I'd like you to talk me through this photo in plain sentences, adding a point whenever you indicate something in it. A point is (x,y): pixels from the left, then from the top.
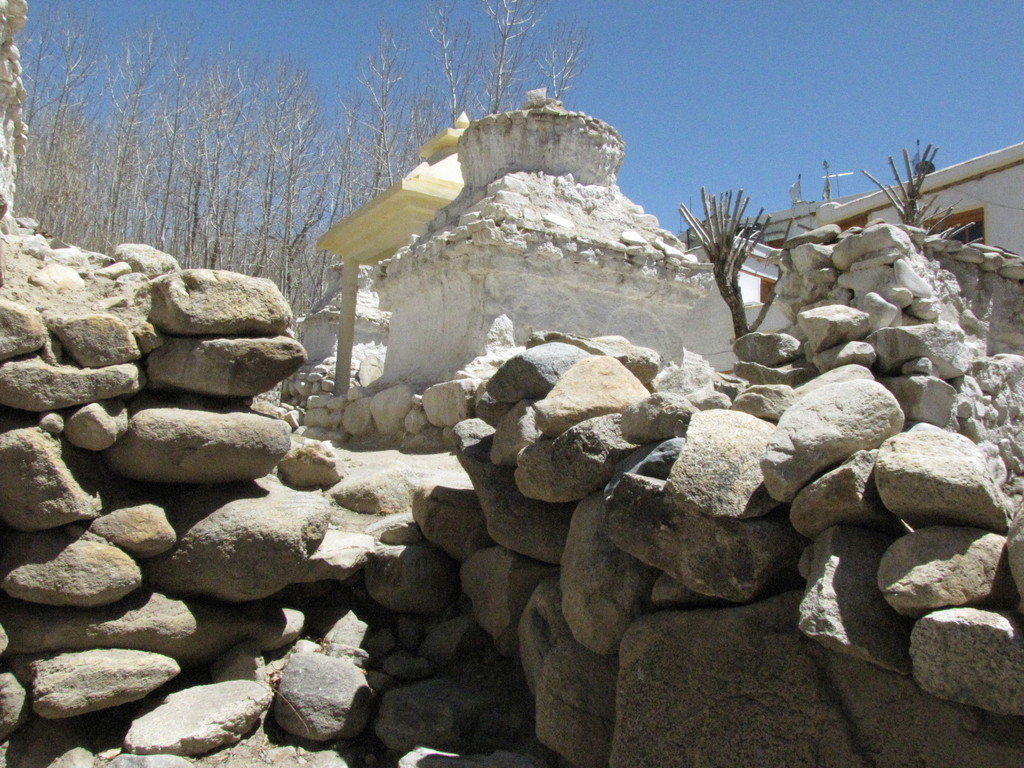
In the picture we can see some rocks (715,467) on it, we can see an old house structure (479,287) with a white paint (447,312) to it and behind it, we can see some trees (413,138) which are dried and in the background (722,13) we can see a sky (745,163) which is blue in color.
